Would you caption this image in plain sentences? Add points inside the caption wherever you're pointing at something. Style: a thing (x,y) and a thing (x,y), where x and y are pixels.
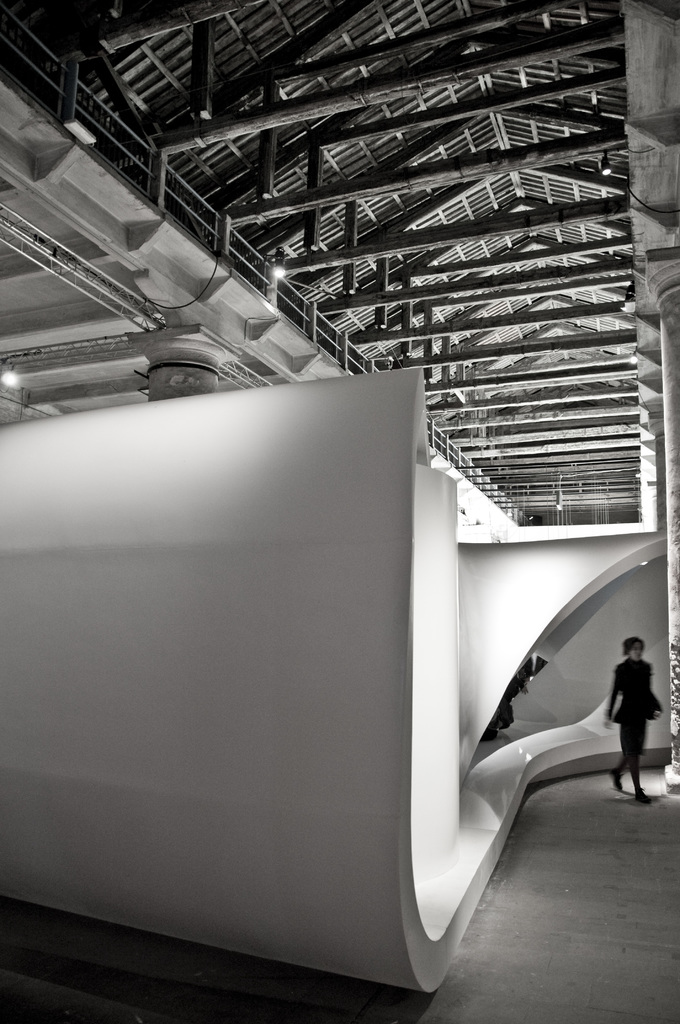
It is the black and white image in which we can see that there is a woman (622,718) on the right side (628,728). Beside her it looks like a construction (502,645). At the top (367,221) there is roof (382,135). There is a light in the middle of the roof (216,135). Above the construction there is a pipe (177,364).
